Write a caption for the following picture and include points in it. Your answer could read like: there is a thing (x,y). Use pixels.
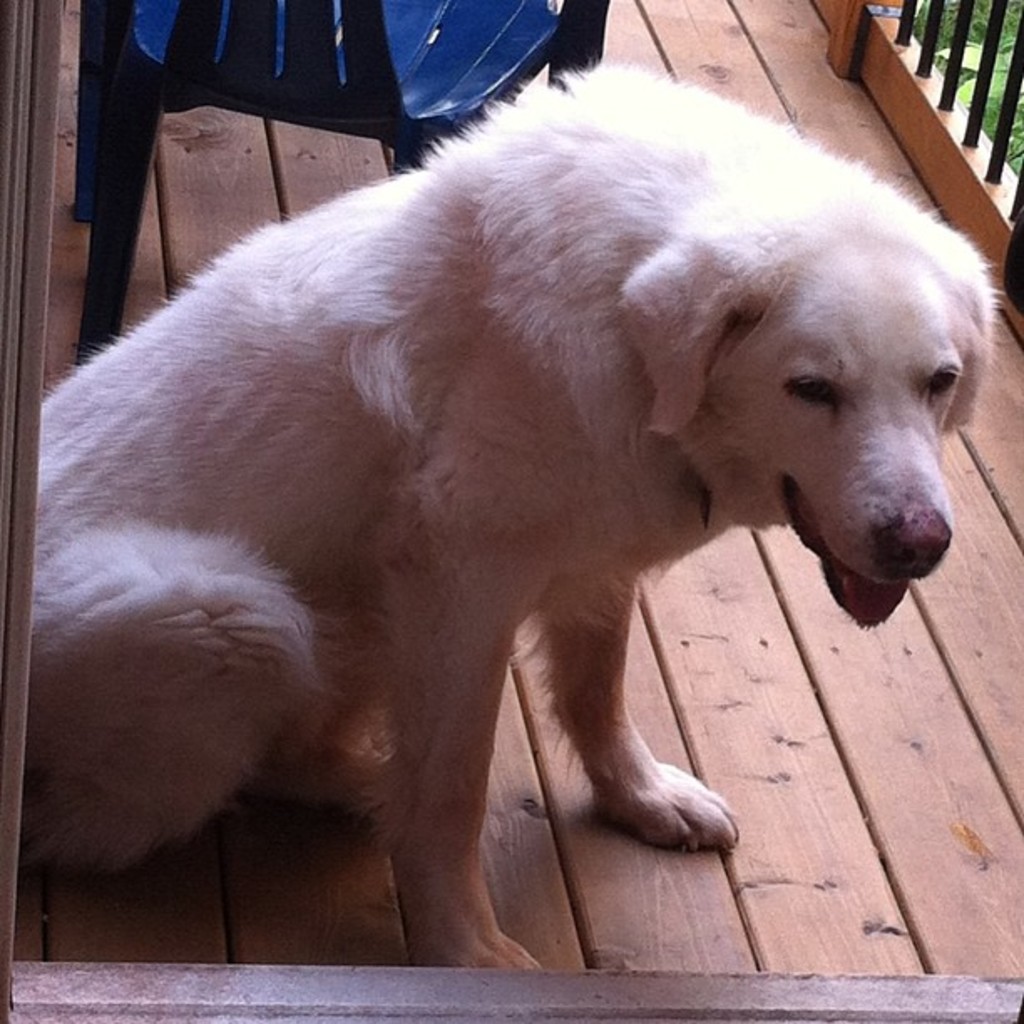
In this image there is a dog (180,633) sitting in the balcony (884,639) of a building (10,229), beside the dog (406,232) there is a chair (566,31). At the top right side of the image (938,147) there is a railing (906,113) and we can see the leaves (1008,21) of a tree (998,74).
